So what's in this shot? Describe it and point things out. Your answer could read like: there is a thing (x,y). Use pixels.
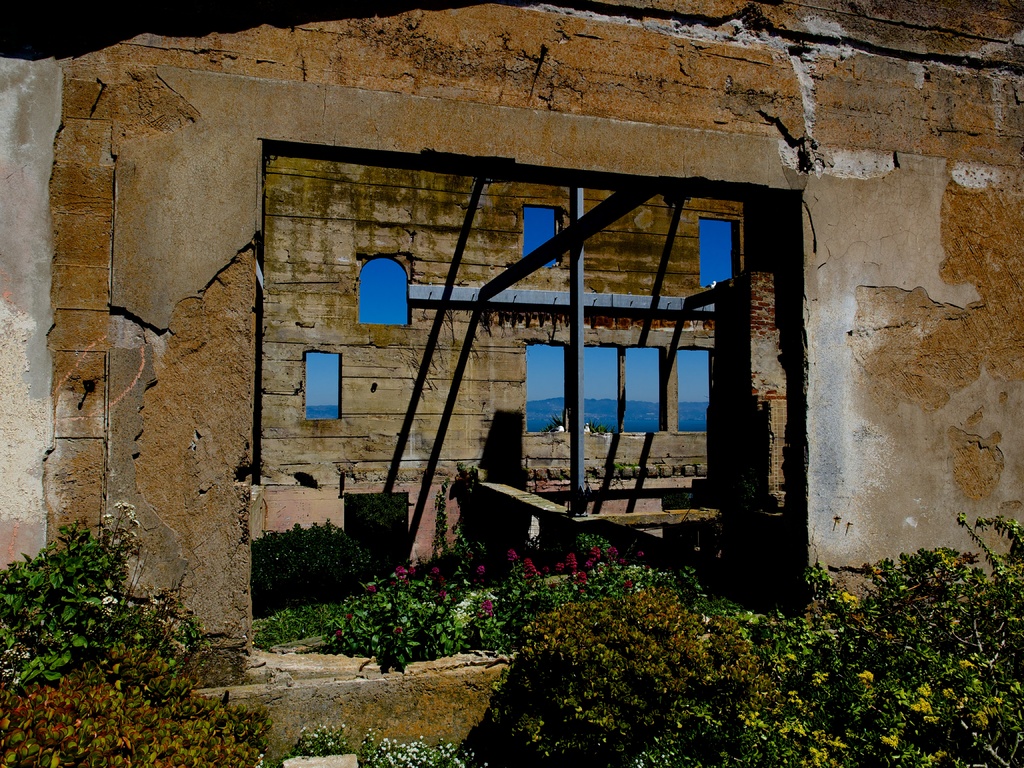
In this image in the foreground (488,638) there are plants (752,669) and flowers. In the middle (377,455) there is a wall (680,330). In the background (546,418) there is mountain (687,413).
